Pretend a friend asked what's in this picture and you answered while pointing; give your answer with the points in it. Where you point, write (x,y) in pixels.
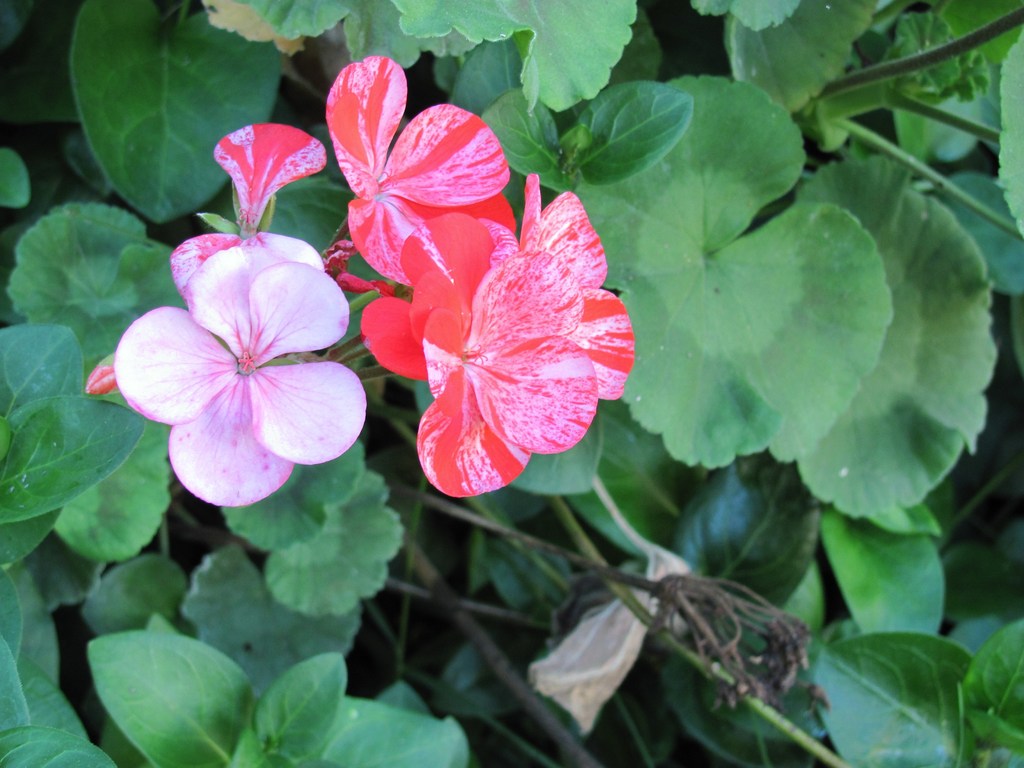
In this picture we can see few flowers (570,444) and plants (590,473).
